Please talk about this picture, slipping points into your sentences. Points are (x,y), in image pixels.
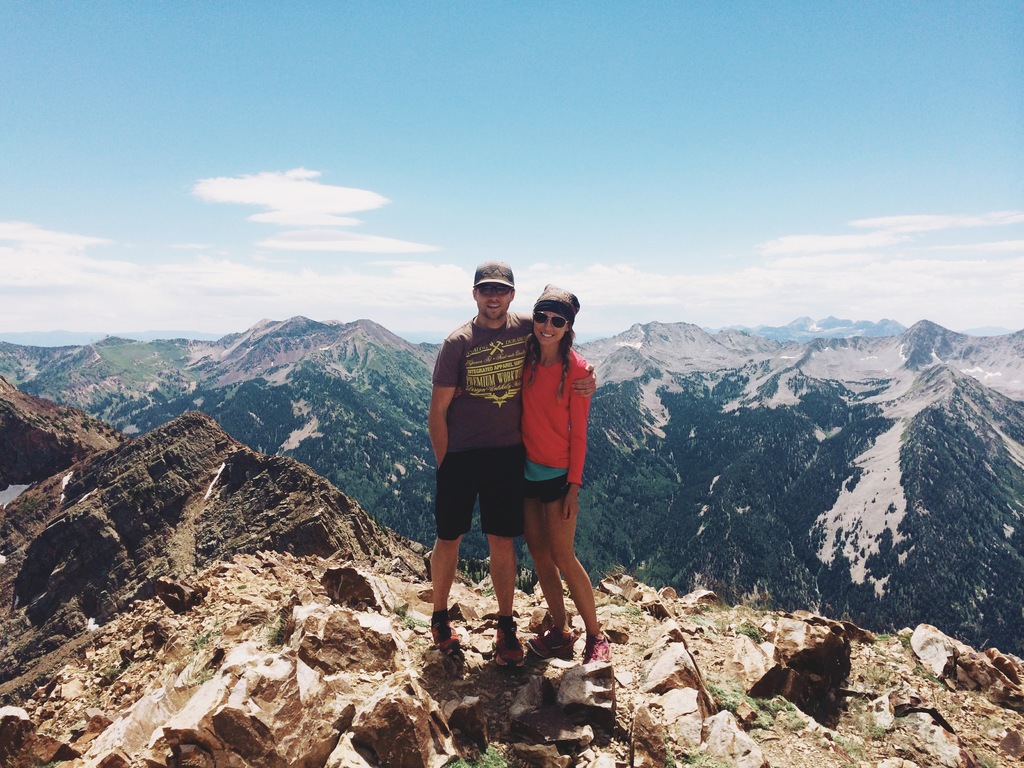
In this image we can see these two persons (483,415) wearing caps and shoes (553,634) are standing on the hill (597,691). Here we can see rocks (385,655), mountains (892,395) and sky (567,232) with clouds (309,253) in the background (567,232).
